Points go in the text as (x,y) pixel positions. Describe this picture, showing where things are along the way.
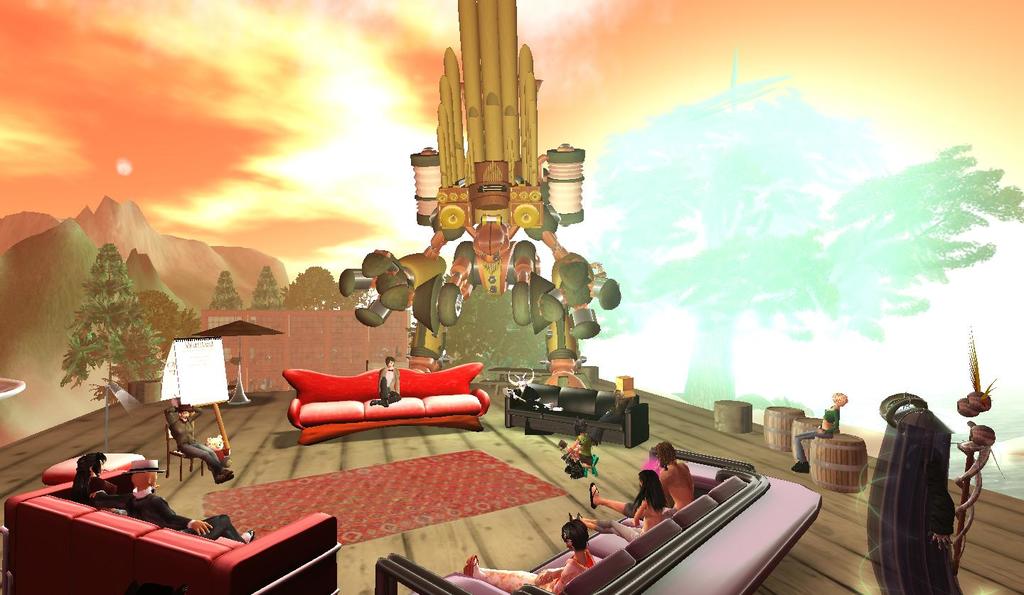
In the image there are different animations (587,557), there are depictions of people (92,466) sitting on the sofas (709,511) and around them there are some visual effects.
